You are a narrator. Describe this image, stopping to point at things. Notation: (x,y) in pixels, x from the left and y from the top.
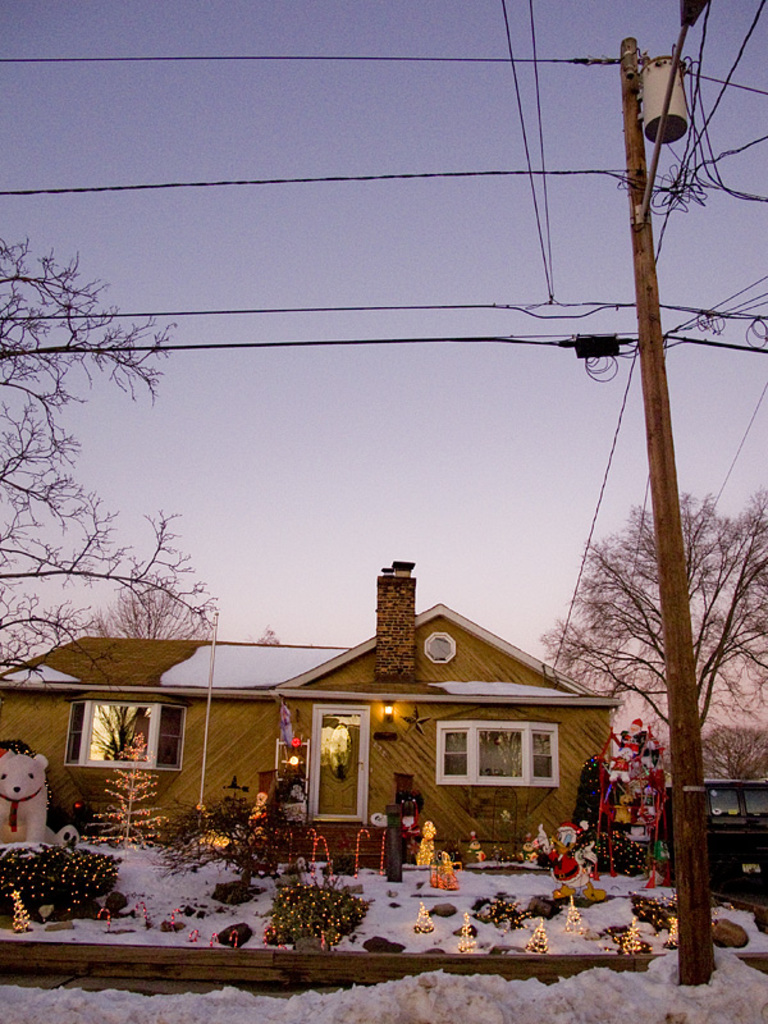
In this image, we can see a house (328,834) with a door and windows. There are some objects (265,796) in front of the house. We can also see the ground (410,992) covered with snow (608,990). There are poles (704,976), wires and trees (24,458). We can also see the sky (327,373).
